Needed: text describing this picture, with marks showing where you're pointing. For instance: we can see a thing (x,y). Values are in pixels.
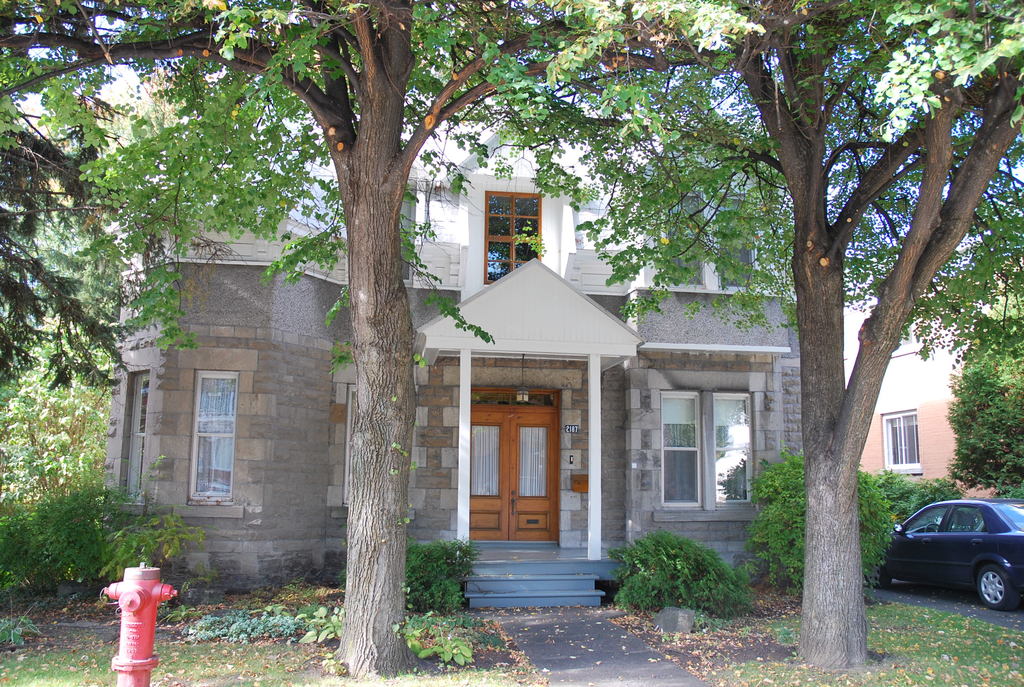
In this image we can see a building (652,314) with doors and windows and there is a car (957,542) and a building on the right side of the image (951,558). We can see some plants (225,622) and trees (99,227) and there is a fire hydrant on the left side of the image (134,610).
